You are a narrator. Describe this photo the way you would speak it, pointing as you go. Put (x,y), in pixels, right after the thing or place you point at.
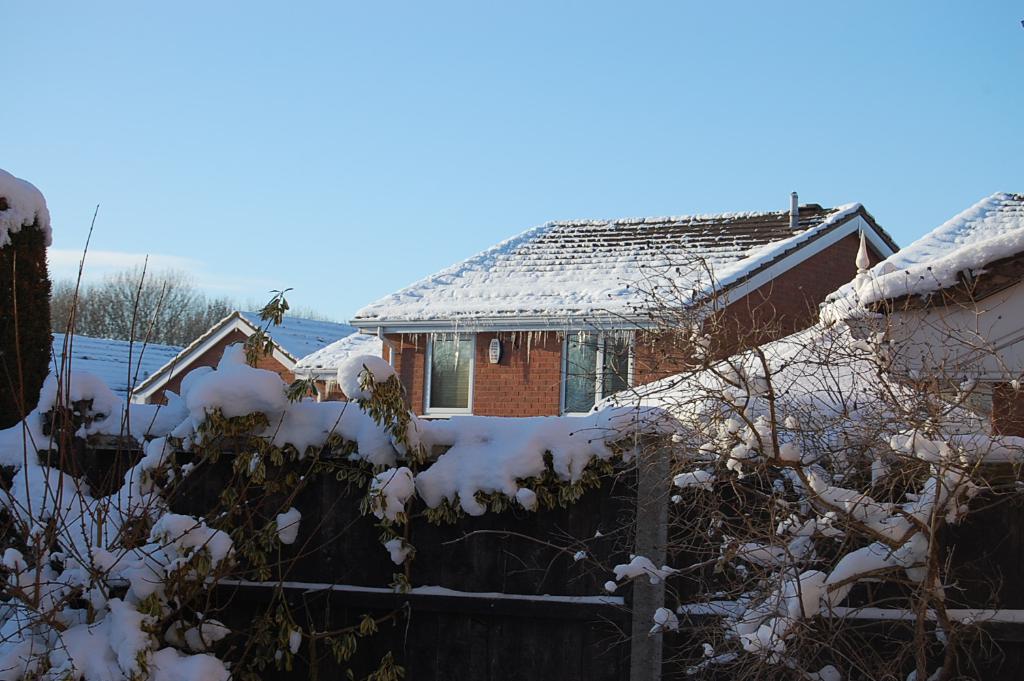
In this image we can see houses (409,337). On the houses (569,359) we can see the snow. In the foreground (377,530) we can see fencing (694,555), plants (941,500) and snow (140,469). Behind the houses (517,355) we can see the trees (120,310). At the top (483,85) we can see the sky (483,85).
